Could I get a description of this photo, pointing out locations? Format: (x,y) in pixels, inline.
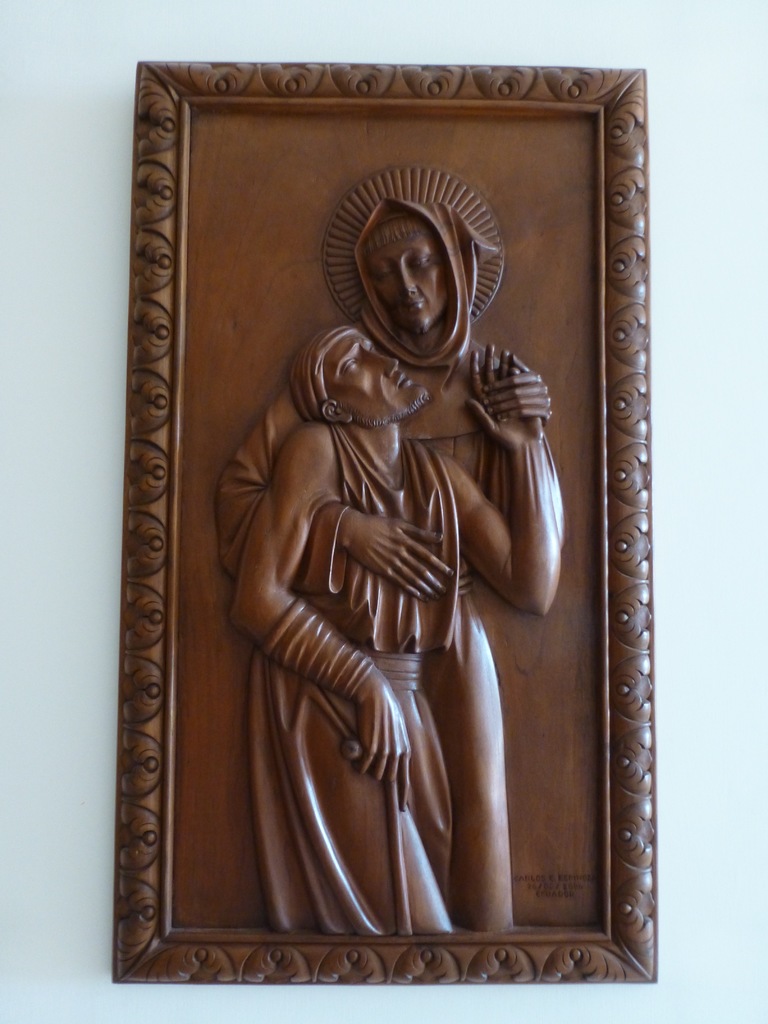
In this image we can see a sculpture (239,196) made of wood (562,825) which is placed on the wall (718,369).
